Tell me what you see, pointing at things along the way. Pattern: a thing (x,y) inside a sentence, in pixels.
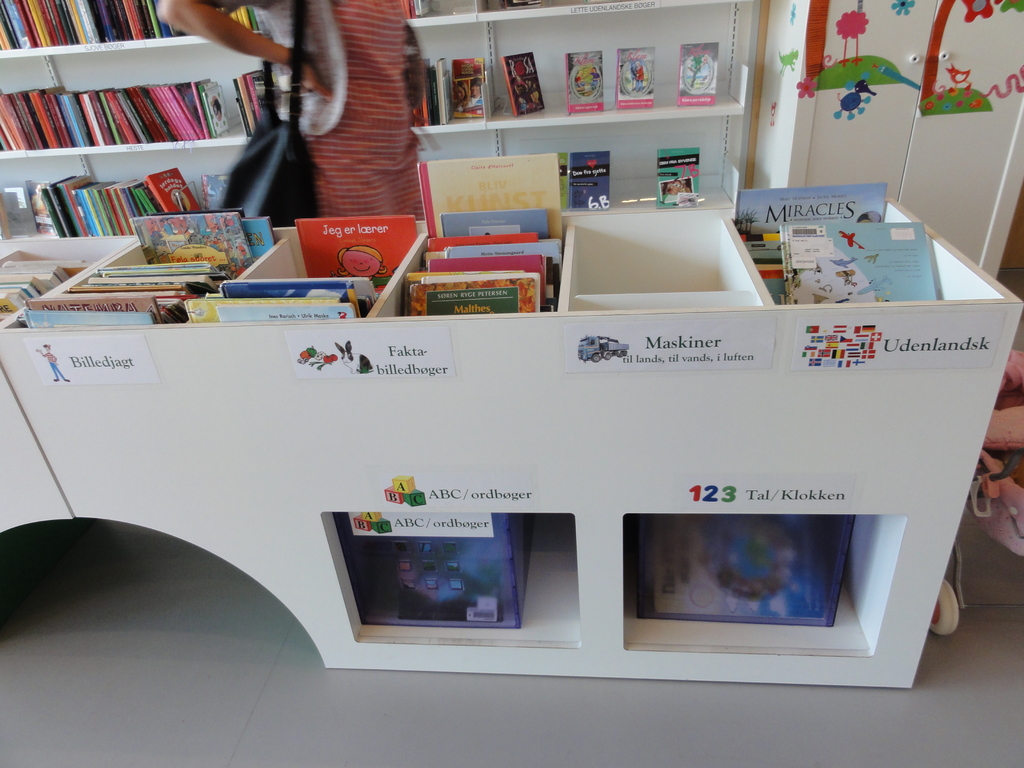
In this image we can see a cupboard (579,254) with books (222,216). Also there are boxes (500,580) in the cupboard (635,587). And there are papers (104,362) pasted on the cupboard (647,461). In the back (331,106) there is a person (311,93) wearing bag (297,119) is standing. In the background (620,43) there is a cupboard (132,61) with racks (114,68). On that there are books (140,12). Also there is a cupboard (899,68) with paintings (904,82).
